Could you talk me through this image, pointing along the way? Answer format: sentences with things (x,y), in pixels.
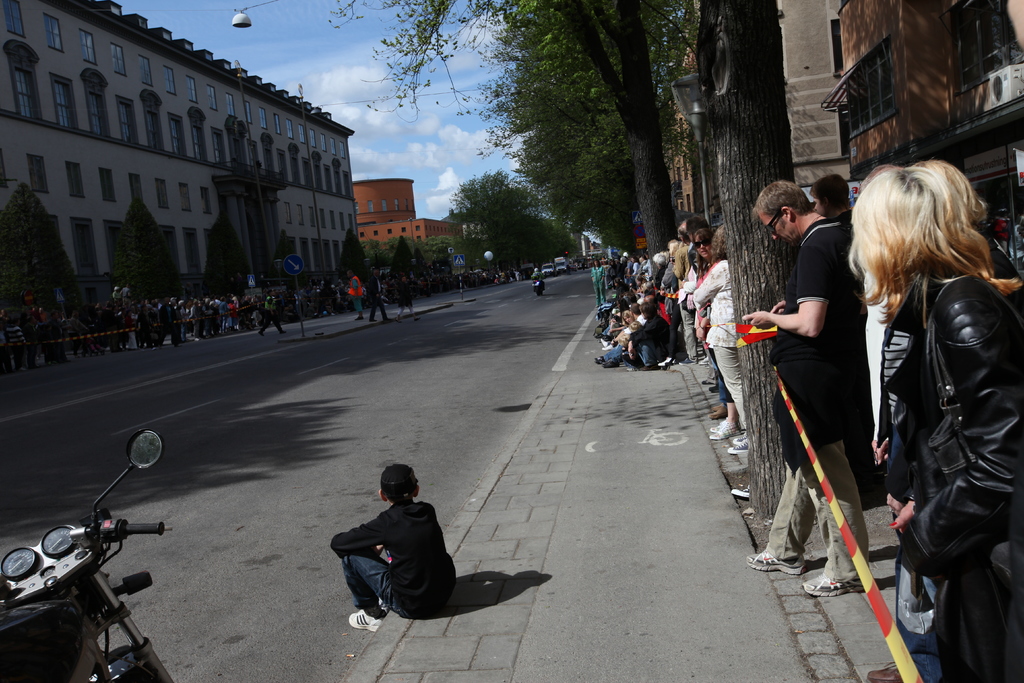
In this image we can see a group of people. We can also see a signboard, some poles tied with ribbons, street lamps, some vehicles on the road (342,451), the bark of a tree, a group of trees (531,258), some buildings (333,263) with windows (320,164), poles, wire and the sky (333,80) which looks cloudy. On the bottom of the image (449,584) we can see a person (438,576) sitting.
